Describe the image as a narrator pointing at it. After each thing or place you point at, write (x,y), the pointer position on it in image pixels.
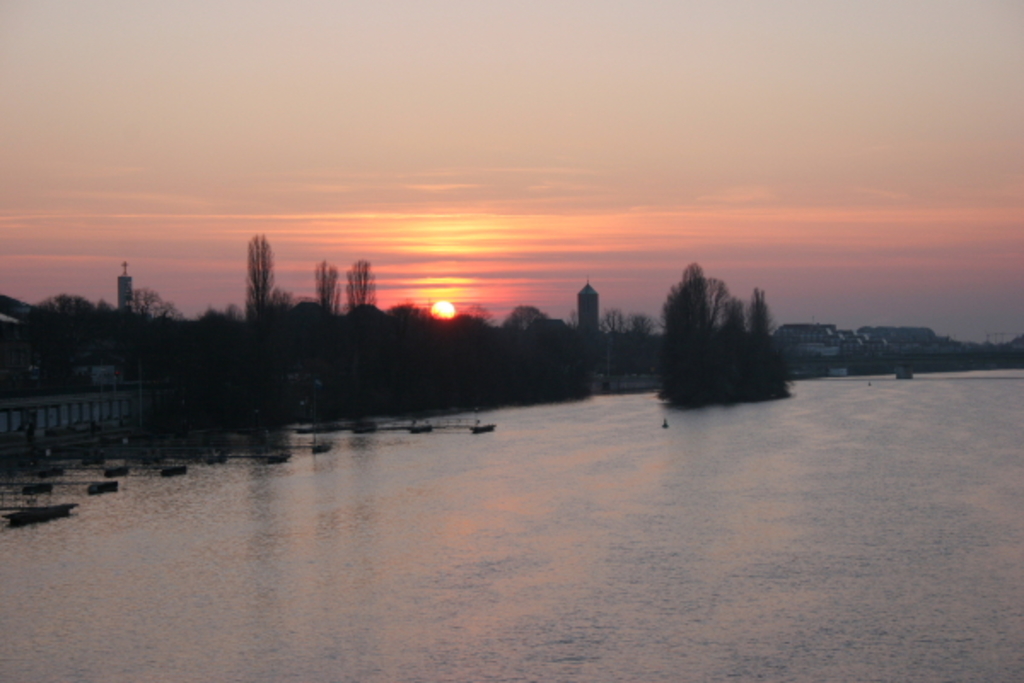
In this image we can see the water (542,544), trees (563,352), buildings (786,345), sun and the sky (442,129) in the background (562,280).
